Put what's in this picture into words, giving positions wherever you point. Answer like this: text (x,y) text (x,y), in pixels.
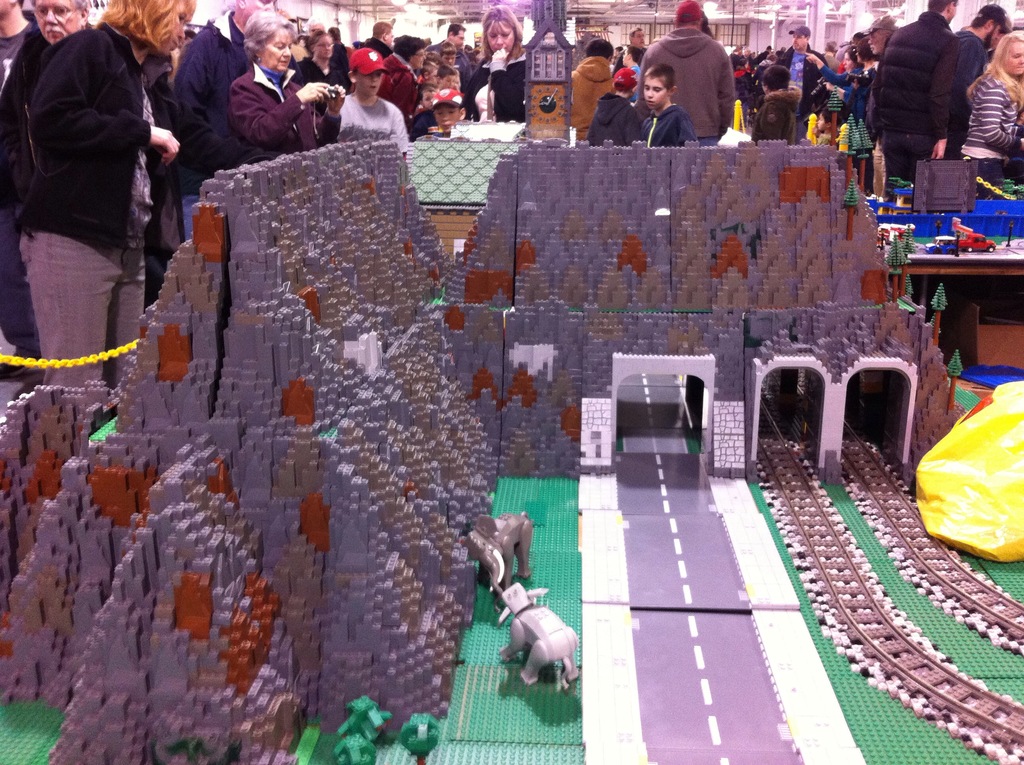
In this picture there is a miniature (710,286) of a mountain (557,382) and road (735,758) and railway track (818,535) on the table (787,718). At the back (175,139) there are group of people (627,83) standing. there are miniatures (415,146) of buildings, trees (853,121) and vehicles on the table (957,257). At the top (574,20) there are lights (716,7).
